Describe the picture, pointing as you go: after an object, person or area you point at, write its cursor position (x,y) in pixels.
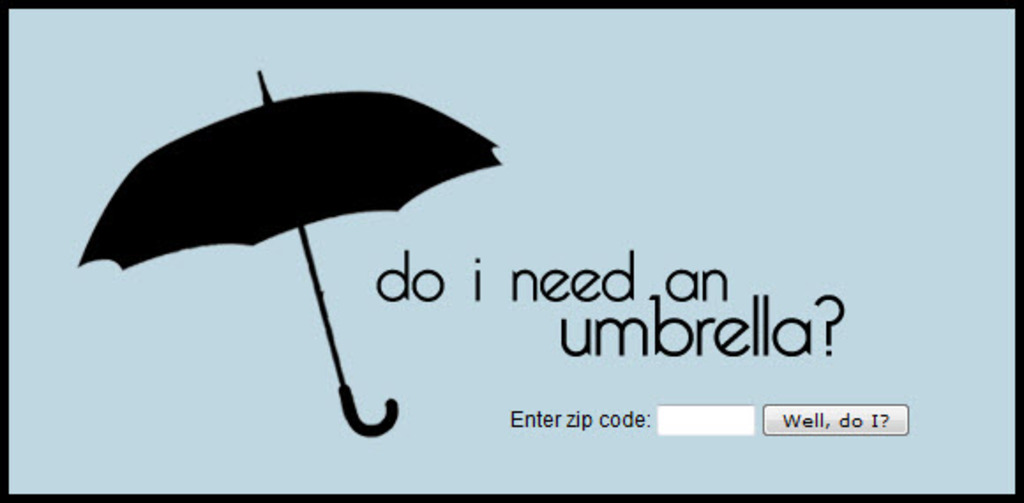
In this image we can see the screenshot of a system (602,351). In this image we can see an object (312,174) and text (806,417).
